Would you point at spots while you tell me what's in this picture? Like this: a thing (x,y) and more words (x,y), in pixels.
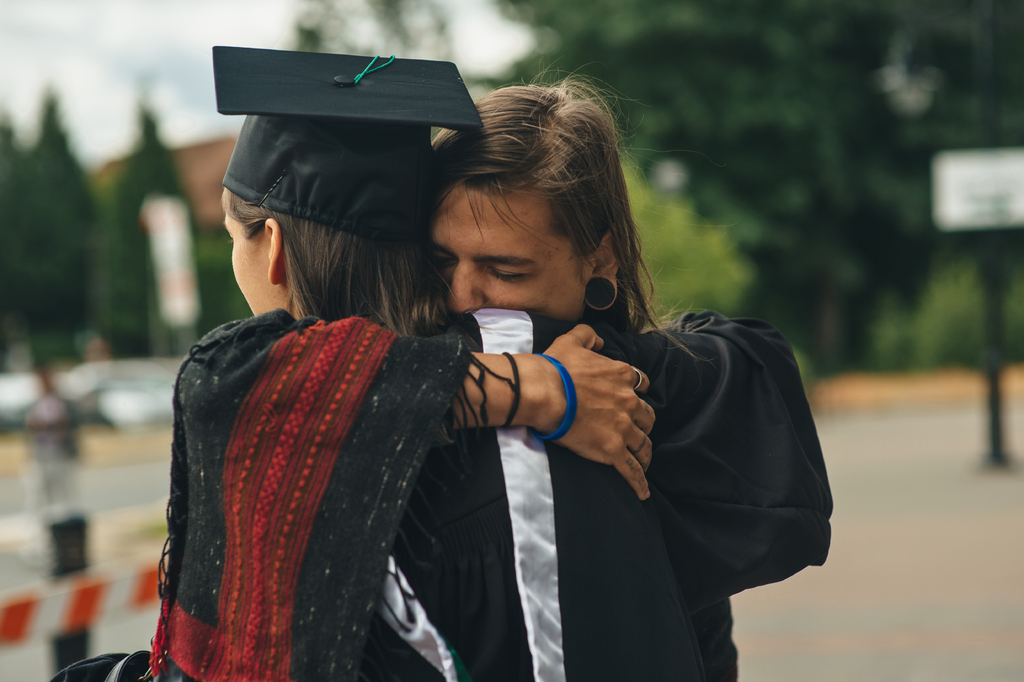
In the image there are two persons (544,344) hugging each other in graduation costume (544,638) and in the background (822,173) there are trees (108,204).
